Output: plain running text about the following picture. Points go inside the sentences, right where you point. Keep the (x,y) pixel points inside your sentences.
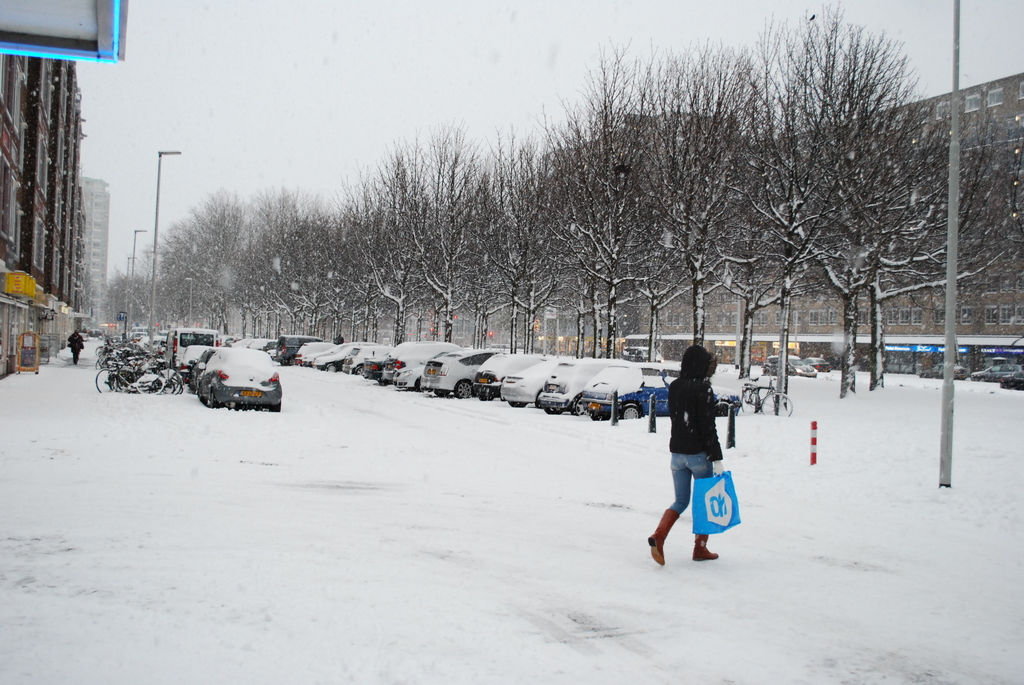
In this picture I can see snow (562,497), there are two persons (711,473) walking, there are vehicles (175,359), poles (155,268), lights (177,343), trees (256,277), buildings (89,305), boards (31,342), and in the background (293,104) there is sky (246,94).
